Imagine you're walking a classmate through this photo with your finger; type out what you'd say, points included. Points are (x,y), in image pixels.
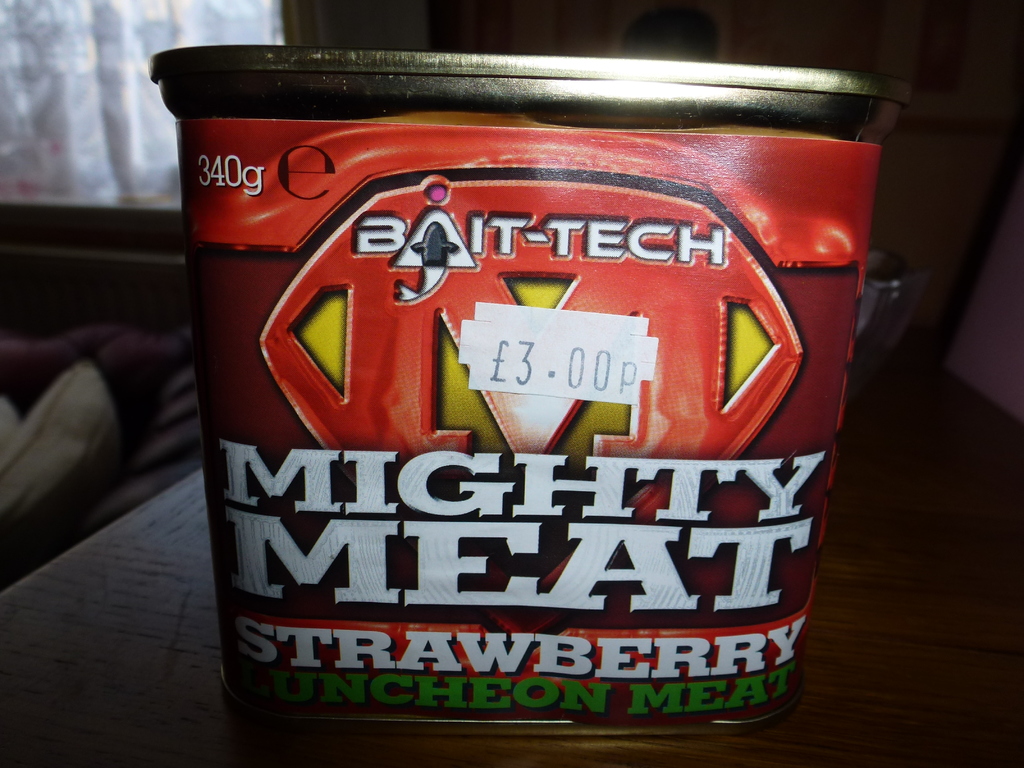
This image is taken indoors. In the background (418,23) there is a wall (510,24) and there is a window (95,160). At the bottom of the image (142,662) there is a table (201,542) with a box (669,184) on it. There is a text (465,556) on the box (564,336). On the left side of the image (101,443) there are a few objects (93,452).
